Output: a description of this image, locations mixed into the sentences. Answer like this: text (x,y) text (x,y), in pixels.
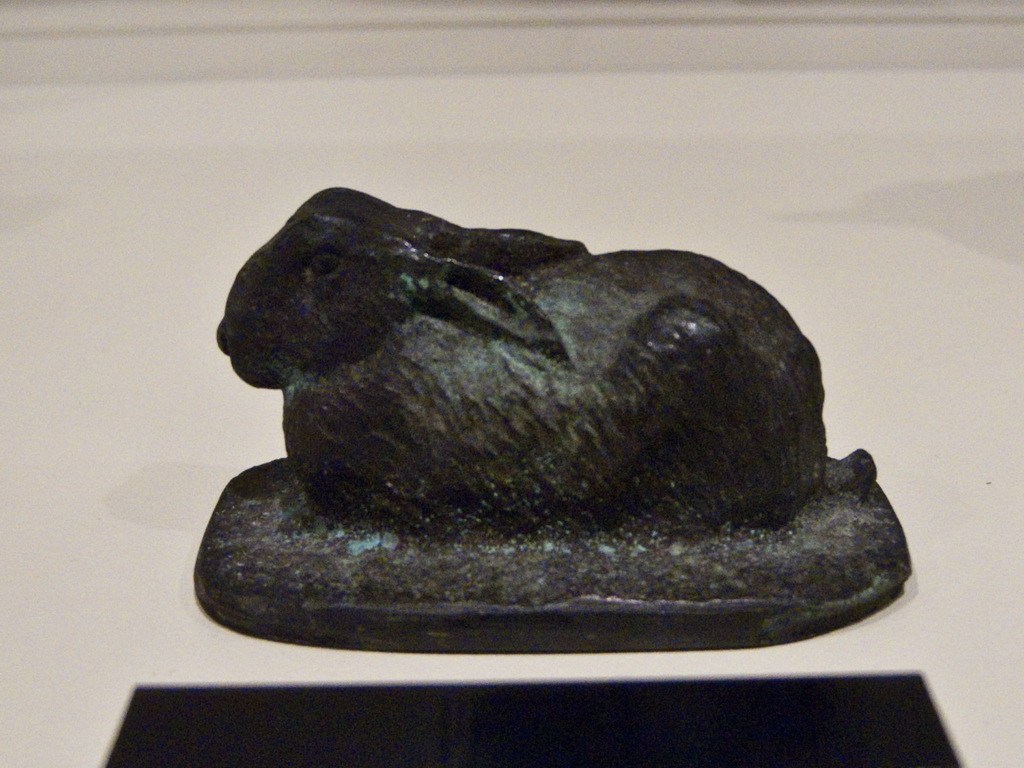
Here in this picture we can see a bronze sculpture (373,413) present over a place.
